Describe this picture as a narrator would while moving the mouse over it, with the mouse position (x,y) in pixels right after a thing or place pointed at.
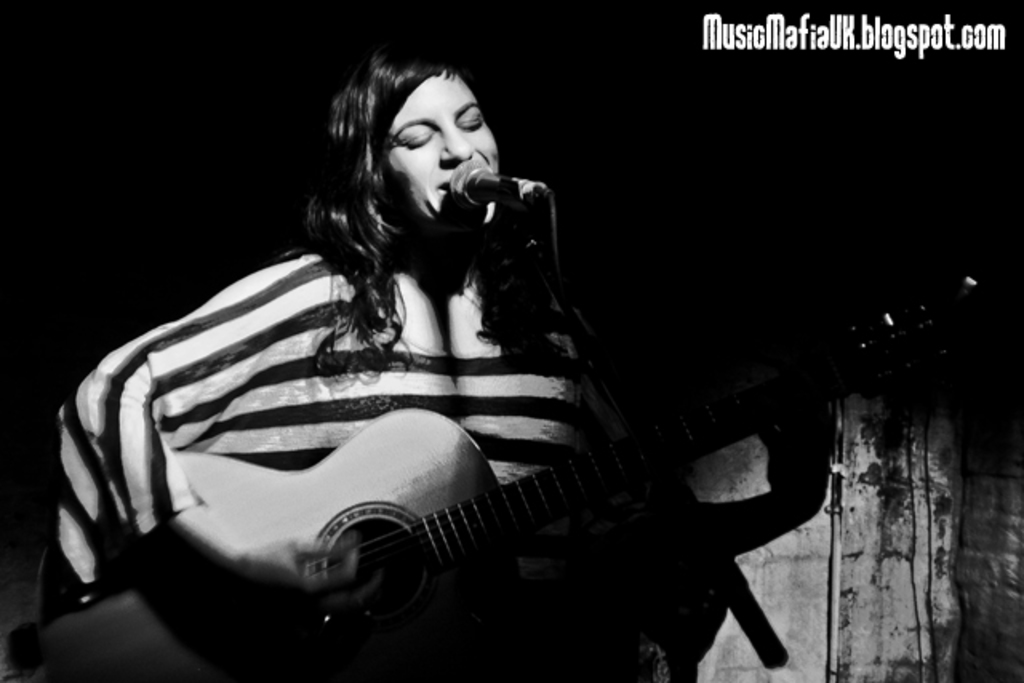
In the image there is a woman (436,365) standing and holding a guitar (463,511) and playing it in front of a microphone (471,203).
